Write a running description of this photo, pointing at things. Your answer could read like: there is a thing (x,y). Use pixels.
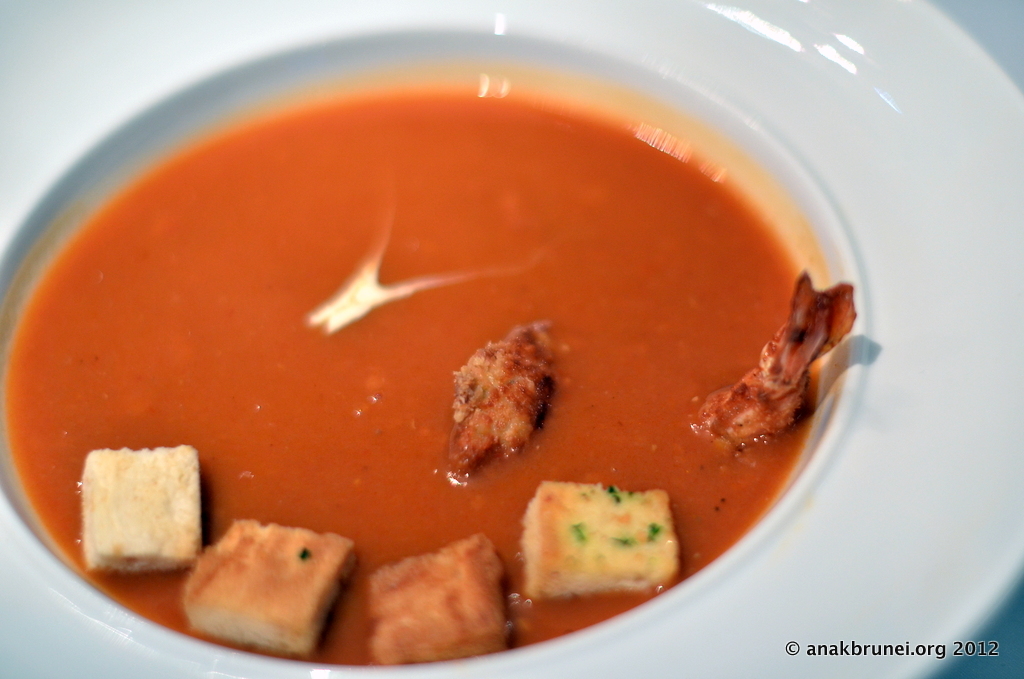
Here I can see a bowl (567,673) which consists of some food item (538,469). In the bottom right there is some edited text (898,652).
